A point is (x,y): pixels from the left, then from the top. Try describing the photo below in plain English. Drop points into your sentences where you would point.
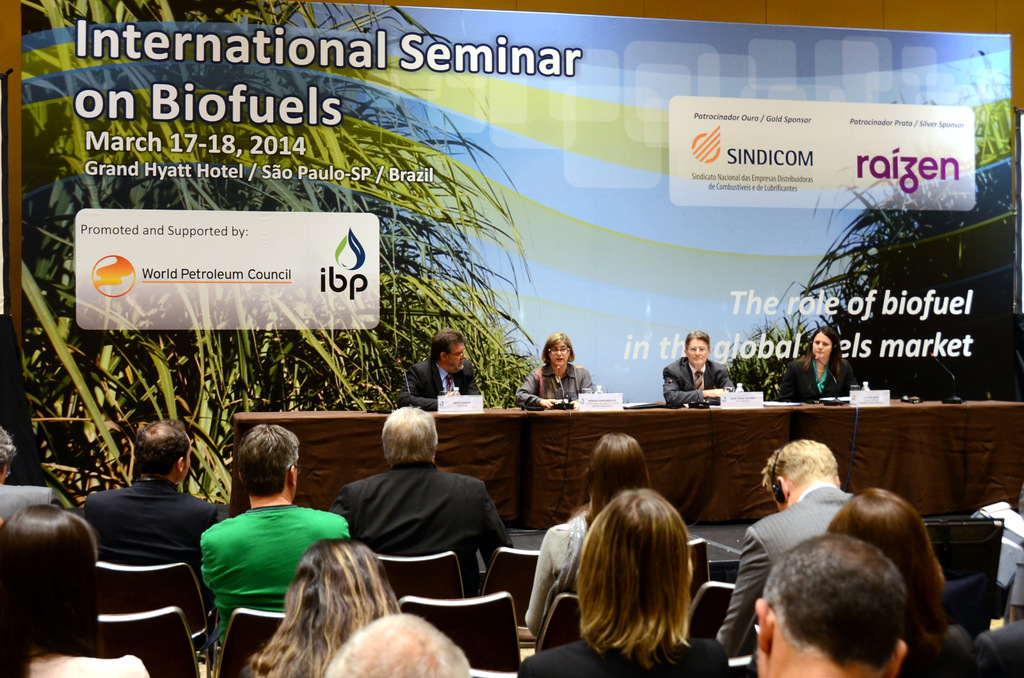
In this image, there are some person (366,507) wearing clothes (280,507) and sitting on chairs (129,597). There are four persons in the center of this image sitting in front of the table (516,422). These tables (543,451) are covered with a cloth (782,419). There are some trees (891,287) on the both sides of the image.
